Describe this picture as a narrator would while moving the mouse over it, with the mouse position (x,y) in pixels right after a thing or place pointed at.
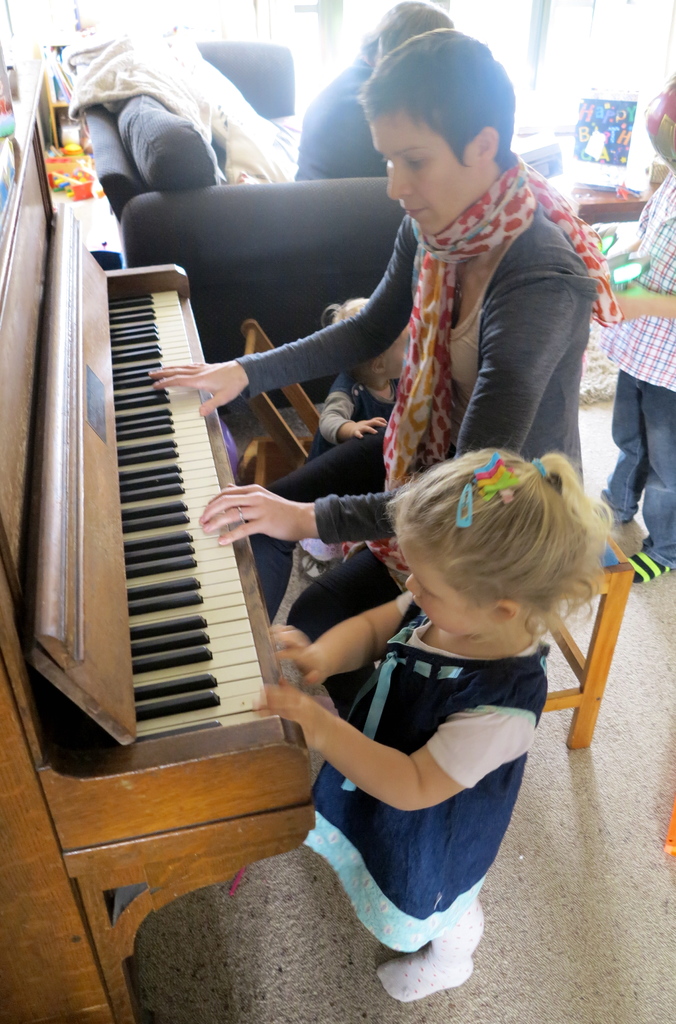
In the image we can see there is a woman (414,357) who is sitting and playing piano (203,472) and there is a girl (470,695) standing beside her.
